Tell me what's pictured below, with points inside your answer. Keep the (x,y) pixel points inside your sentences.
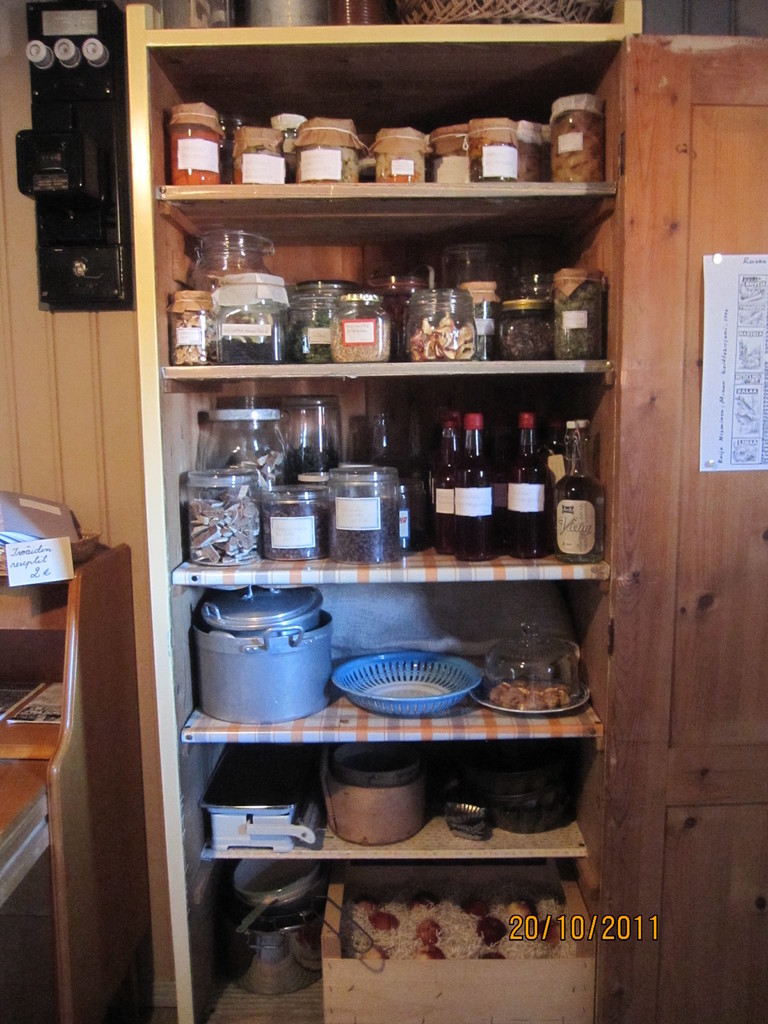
Here we can see jars (399,140) with stickers (390,169) on it, wine bottles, dishes (222,684), plates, lid (536,671) on a plate (544,683) with food (530,693) in it, plate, baskets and some other objects (255,22) on the racks (347,455). On the right (739,261) there is a poster (723,402) on the door (703,684). On the left (54,267) at the top corner (43,230) we can see an electronic device (82,223) on the wall (72,409) and at the bottom (41,825) we can see a table (41,656) and on it there are few papers (10,558).
